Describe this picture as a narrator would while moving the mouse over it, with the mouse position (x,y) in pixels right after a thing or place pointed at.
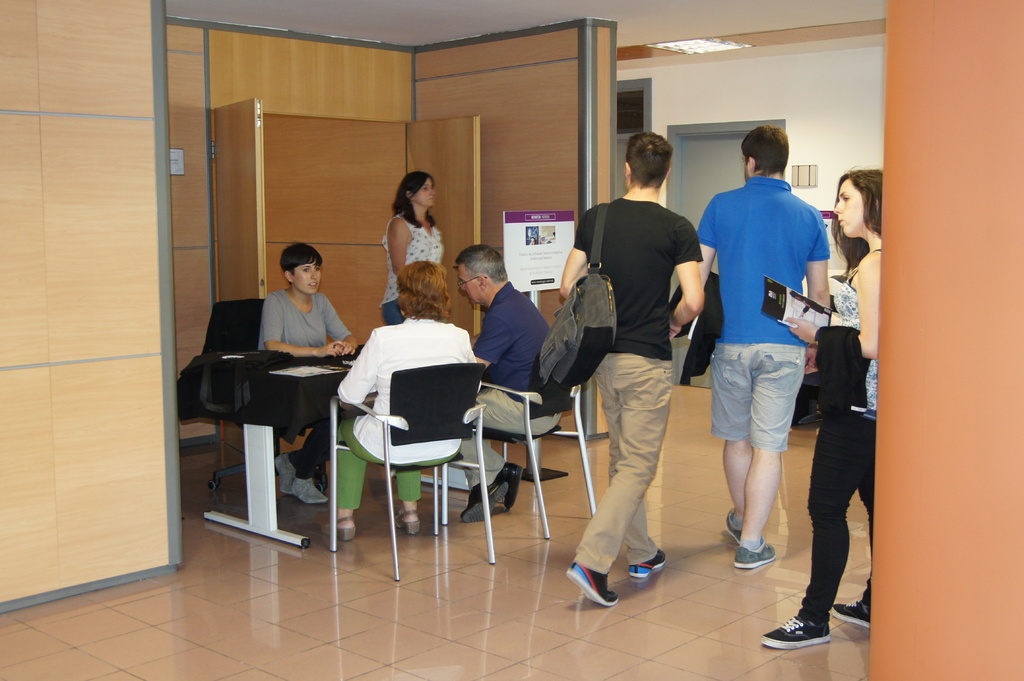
This picture describe about the inner side view of the hall (513,449) in which group of people (492,372) are sitting and walking. In front (424,346) a woman (414,357) wearing white jacket (368,437) is sitting on the chair (417,388) and man (515,355) wearing blue t-shirt (515,354) is sitting in front of the woman (313,304) wearing grey t-shirt (307,324) and discussing with her. In front (631,269) a two boys (634,307) wearing black t-shirt (634,307) with a bag (578,309) on his shoulder (607,227) and another boy (773,260) wearing blue t-shirt (767,271) is walking. behind we can see a wooden wall (118,139) and a big grey door (719,138) on the straight wall (760,117). And a woman (853,415) wearing white top (837,306) and black jean (828,477) holding a book (775,317) and file (786,302) in her hand (810,324) and watching to them.
